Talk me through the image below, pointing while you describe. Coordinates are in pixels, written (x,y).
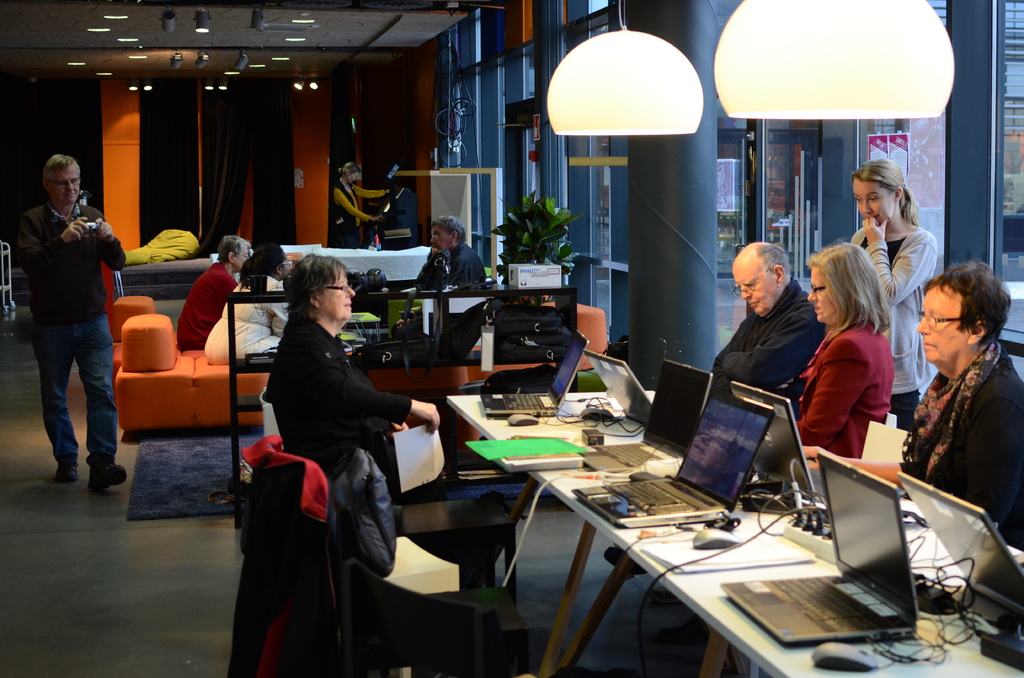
There is a group of people (862,284). They are sitting on chairs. Some people (339,229) are standing. There is a table (742,522). There is a laptop (704,493), mouse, battery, paper (781,554) on a table (733,538). We can see in background (141,85) lights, pillar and curtain (215,128).
